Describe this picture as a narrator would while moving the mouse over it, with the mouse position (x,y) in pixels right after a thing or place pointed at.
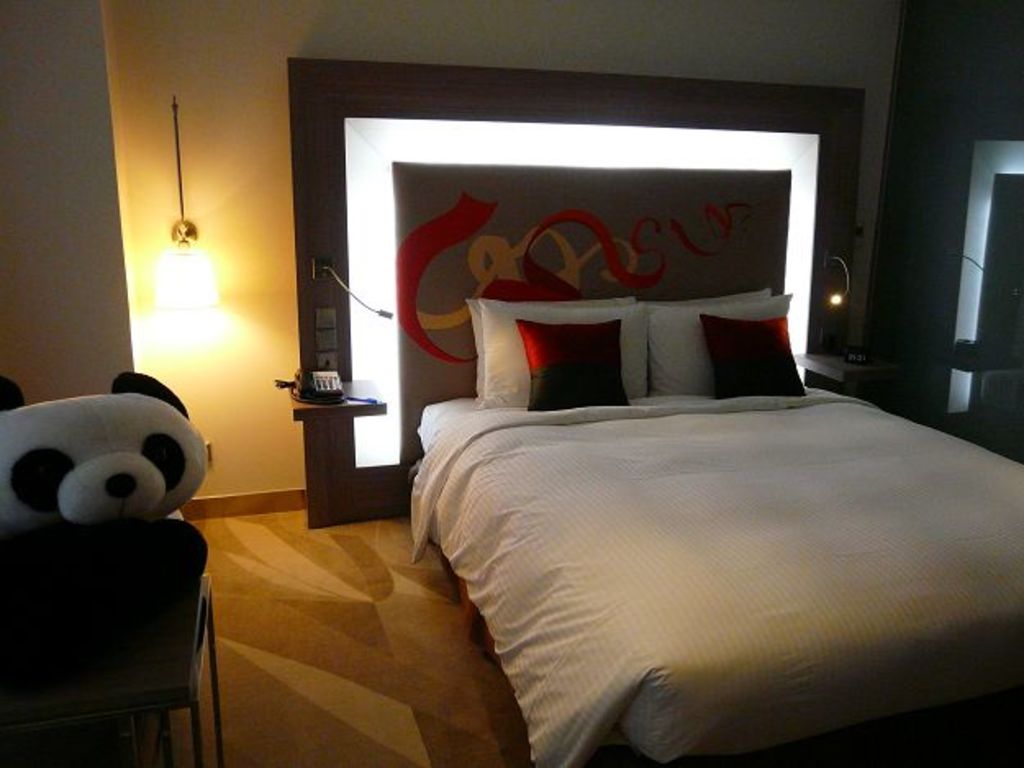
In this picture I can see bed (679,556) and few pillows (687,367) and cushions (607,334) and I can see a telephone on the left side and can see light (158,293) and a soft toy (65,491) on the left side (148,548).
